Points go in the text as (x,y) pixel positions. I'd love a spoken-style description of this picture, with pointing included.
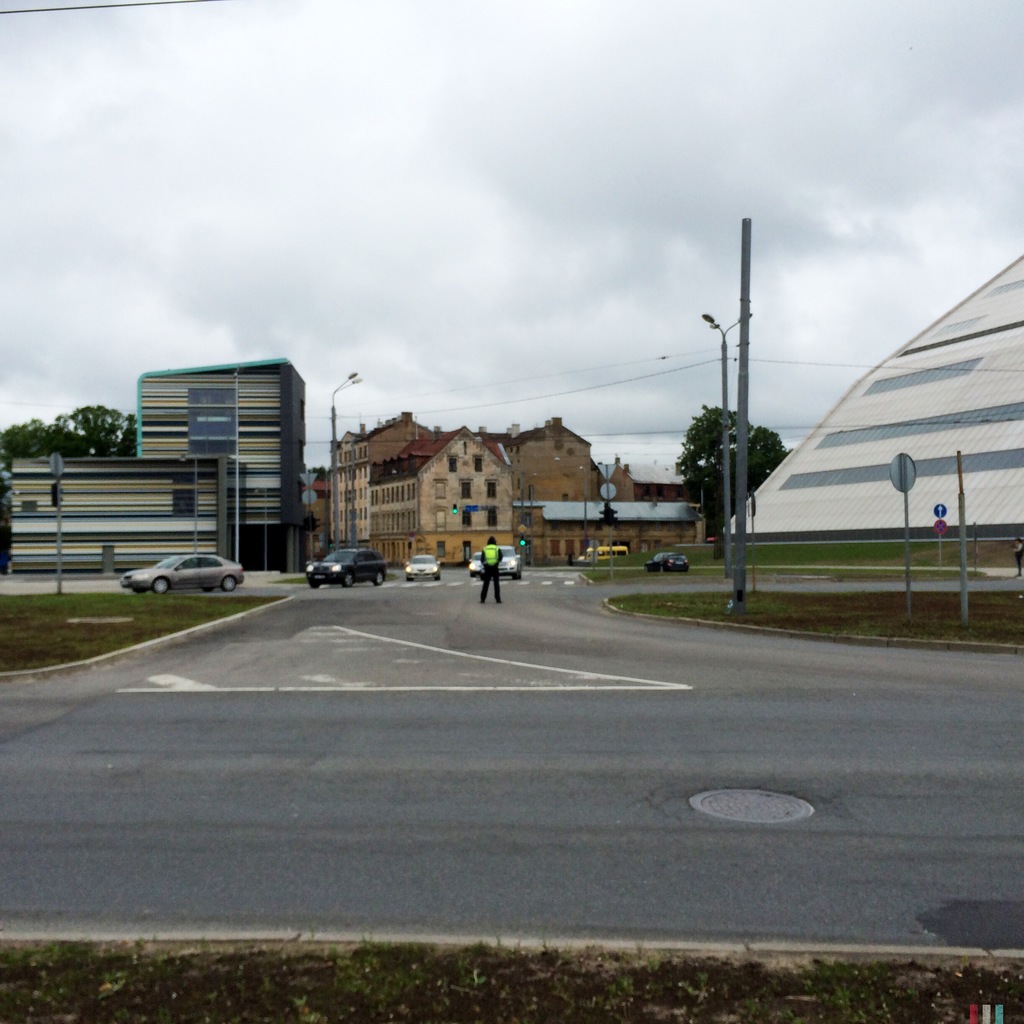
In this image there is the sky (950,295), there are buildings (528,483), there is a tree (33,452) truncated towards the left of the image (31,426), there are boards (900,484), there are poles (743,389), there are wires (660,375), there is the grass (65,655), there is the road (187,643), there is a person (487,557) standing on the road (476,592), there are vehicles (504,571) on the road (258,591), there is an object (979,383) truncated towards the right of the image (983,325), there are plants (545,984) truncated towards the bottom of the image (562,1004).
